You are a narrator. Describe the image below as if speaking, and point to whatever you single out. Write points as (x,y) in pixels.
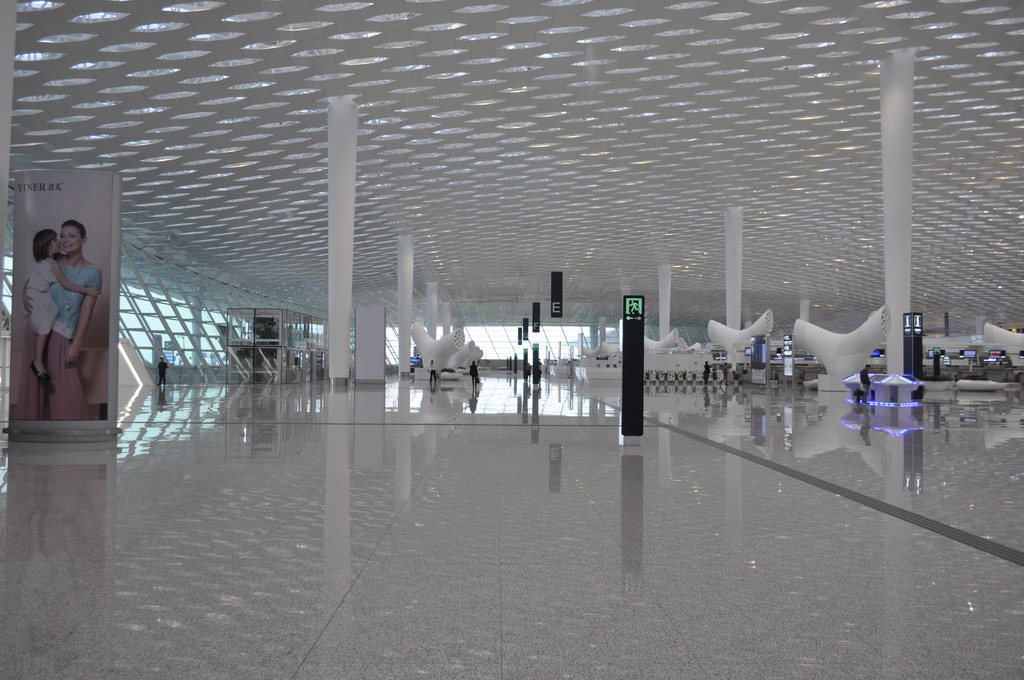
In this image we can see floor (598,405), pillars (402,267), hoardings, people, and few objects (988,380). In the background (386,267) we can see ceiling (585,190) and lights (508,90).
